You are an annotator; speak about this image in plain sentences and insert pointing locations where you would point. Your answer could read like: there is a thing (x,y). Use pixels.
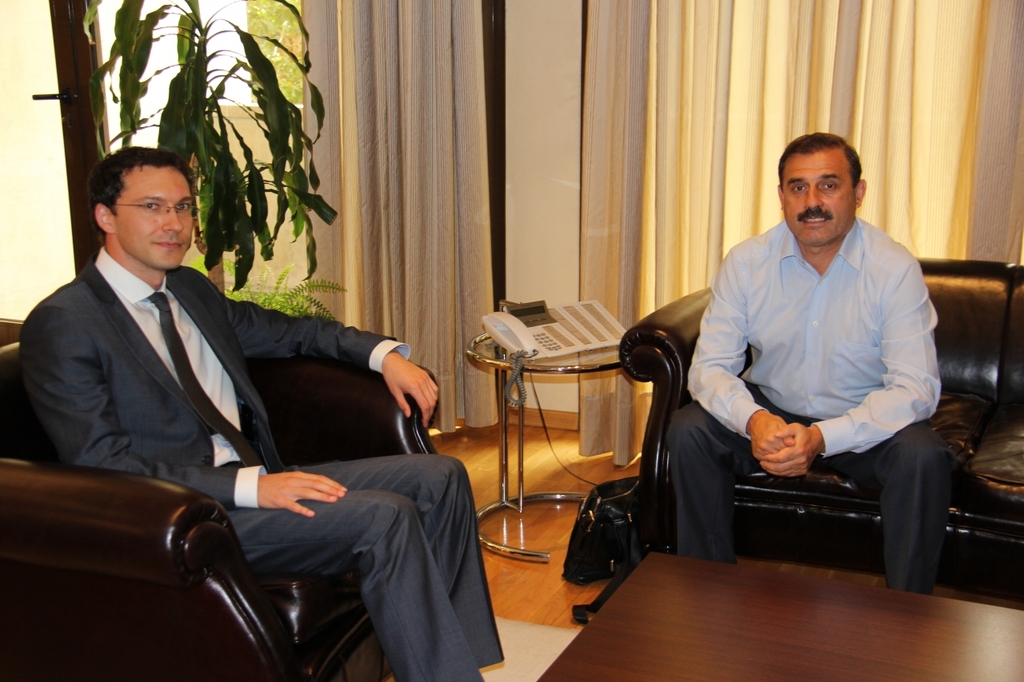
In this picture I can see 2 men (794,311) who are sitting on couches (953,390) and I see that they are wearing formal dress (713,326) and I see a table (721,646) in front of them. In the middle of this picture (541,325) I can see a glass table (525,368) on which there is a telephone (526,345) and other thing (581,337). In the background (388,259) I can see the wall (569,194), curtains (398,31) and few plants (232,220).
